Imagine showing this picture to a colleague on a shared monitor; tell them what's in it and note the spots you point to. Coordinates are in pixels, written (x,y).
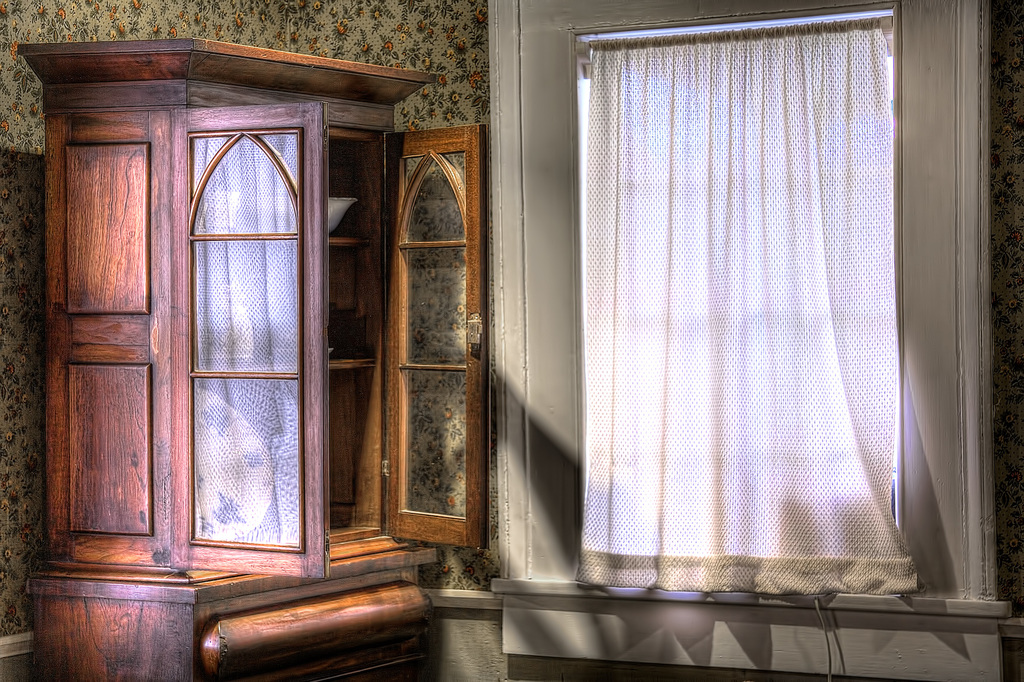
In this image I see the cupboard (443,289) over here which is of brown in color and I see the wall (30,159) and the curtain (685,272) over here which is of white in color and I see a wire (826,636) over here.
